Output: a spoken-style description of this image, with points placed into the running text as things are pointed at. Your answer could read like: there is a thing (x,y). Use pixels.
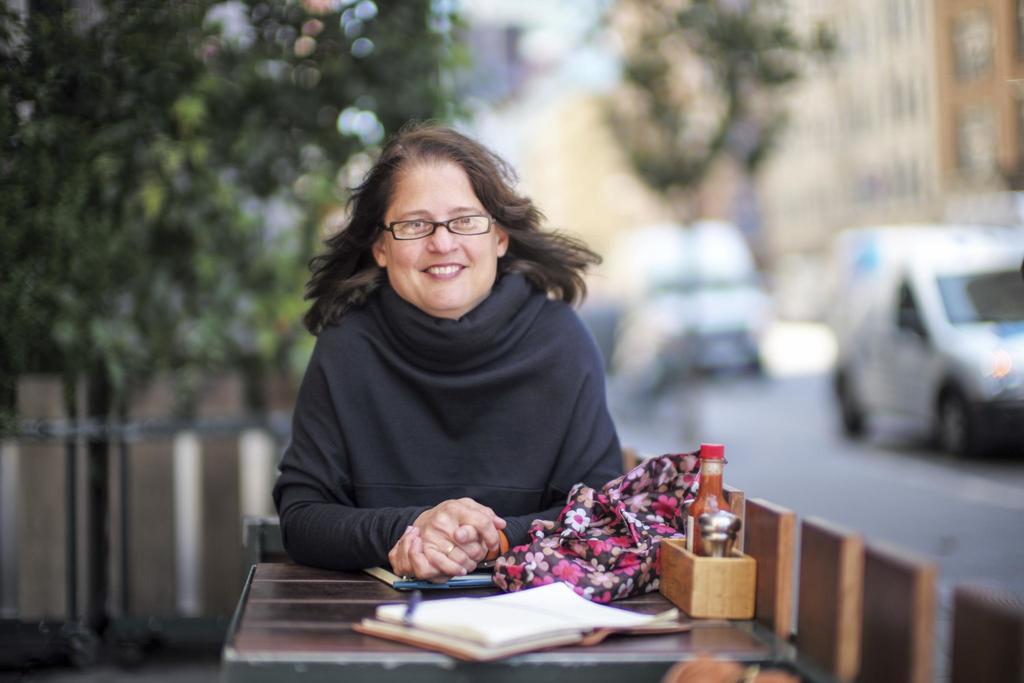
In the center of the image (345,264) there is a lady (594,405) wearing black color dress (425,495). There is a table (238,658) on which there are objects (487,626). In the background of the image (174,279) there are trees (216,238). There are vehicles (750,353) on the road (820,431). There is a building (899,92). There is a wooden fencing (814,569) on the right side of the image (842,577).
